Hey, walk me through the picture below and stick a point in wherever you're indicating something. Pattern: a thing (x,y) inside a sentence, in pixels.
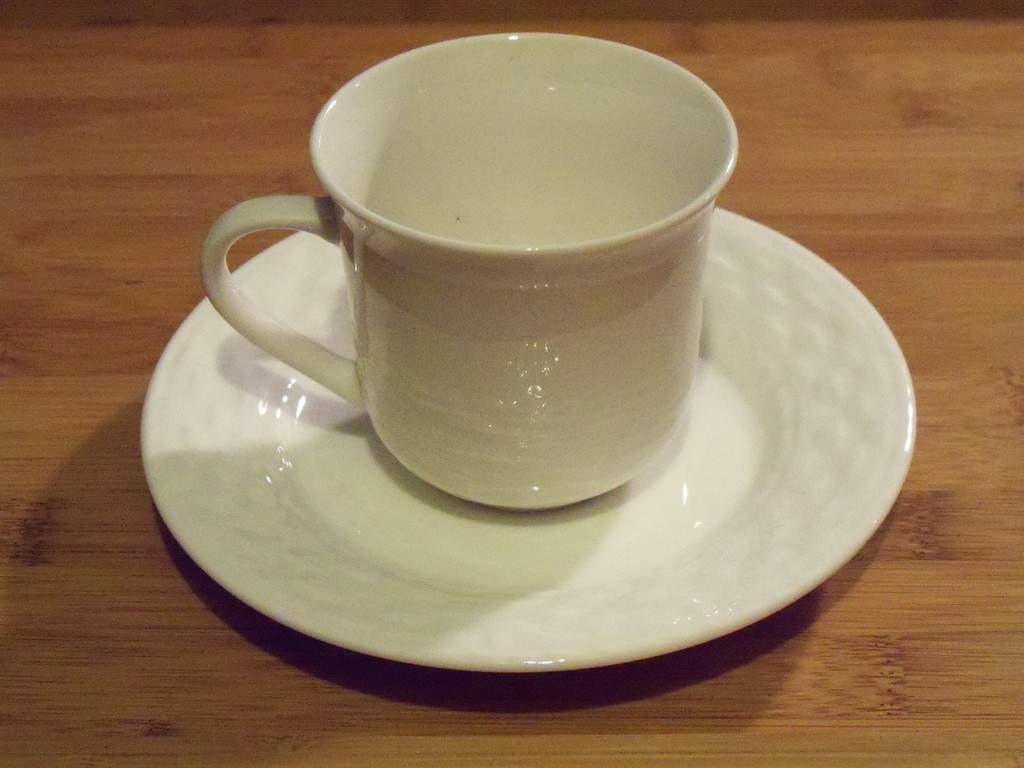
In this picture there is a empty cup (588,246) which is in white color is placed on a saucer (563,528).
